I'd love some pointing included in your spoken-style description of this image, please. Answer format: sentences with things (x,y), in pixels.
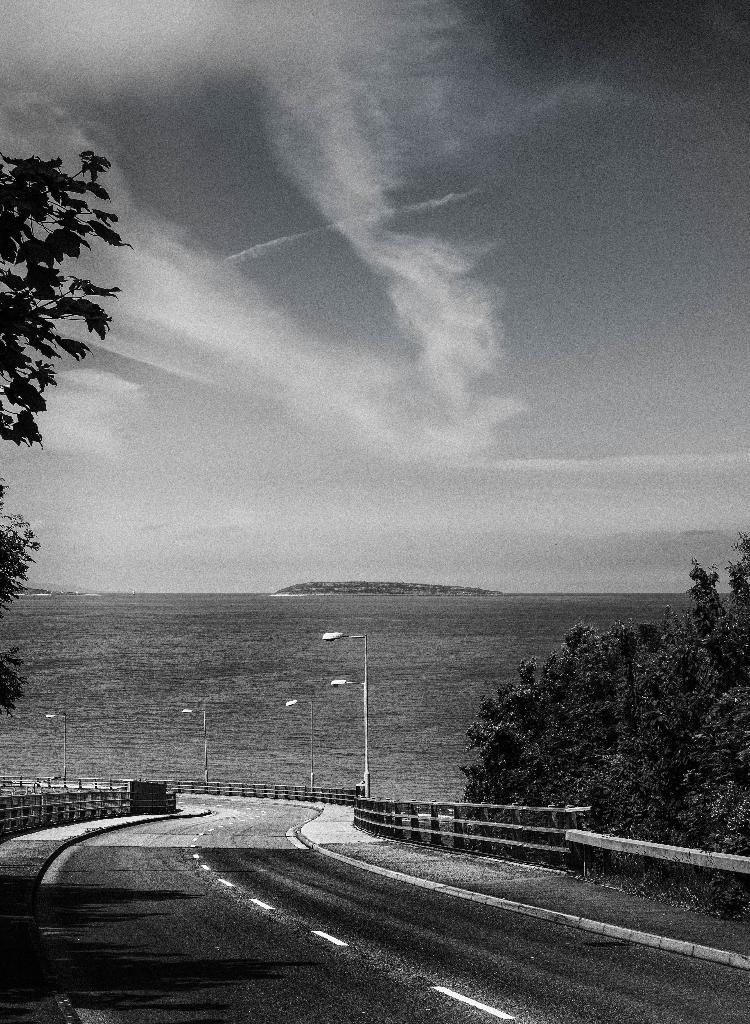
In this image there is sky (463,375), there is sea (190,666), there are street lights (334,685), there are poles (365,720), there are trees (643,733) truncated towards the right of the image (662,737), there are trees (34,406) truncated towards the left of the image (9,690), there is fencing (236,788), there is a road (227,861).
